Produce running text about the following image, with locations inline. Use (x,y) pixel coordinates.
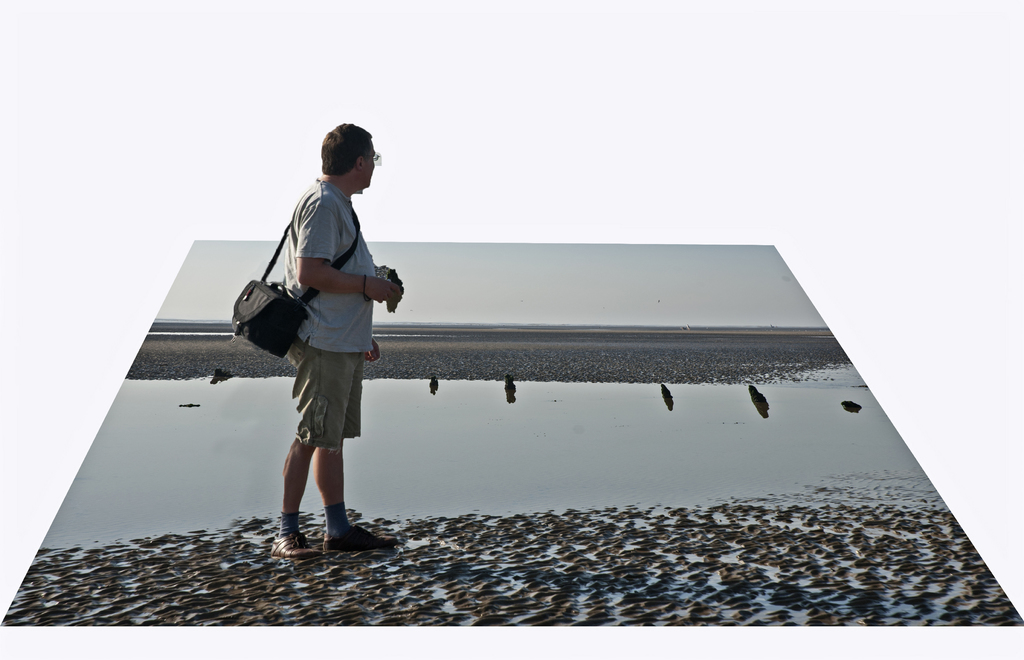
This is an edited image, in this image there is a man (303,286) wearing bag (289,345) and standing on a mud land (291,560) and there is a water surface (636,470).
